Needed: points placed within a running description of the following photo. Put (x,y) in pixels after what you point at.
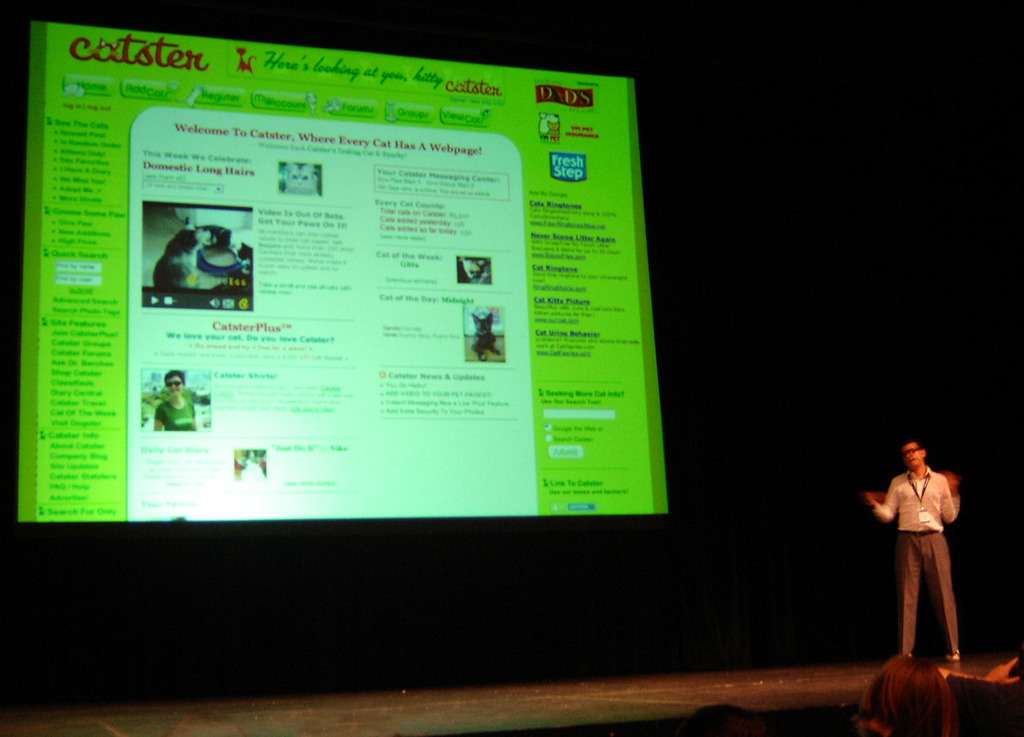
This image is taken indoors. At the bottom of the image (926,687) there are a few people (913,712) and there is a dais (513,702). In the middle of the image (515,330) there is a projector screen (275,289) with a text (200,162) and a few images (248,266) on it. On the right side of the image (941,494) a man (922,535) is standing on the dais (865,687).
